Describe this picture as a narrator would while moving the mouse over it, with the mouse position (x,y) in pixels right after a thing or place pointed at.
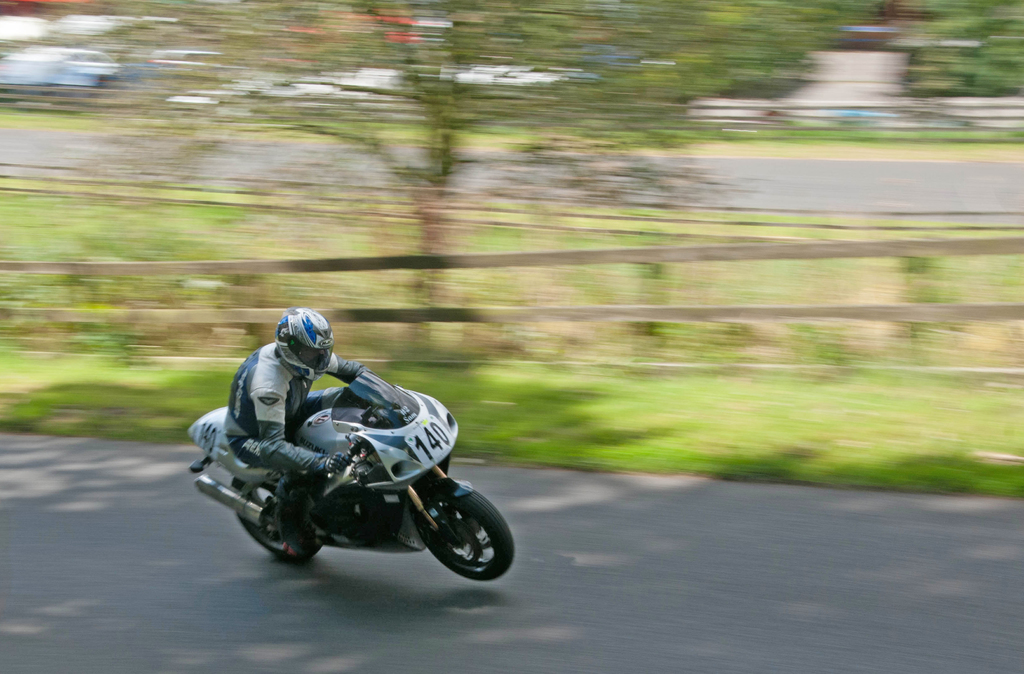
In this picture we can see a person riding a bike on the road (496,610). Here we can see a tree (545,20) and a wooden fence (898,250).
